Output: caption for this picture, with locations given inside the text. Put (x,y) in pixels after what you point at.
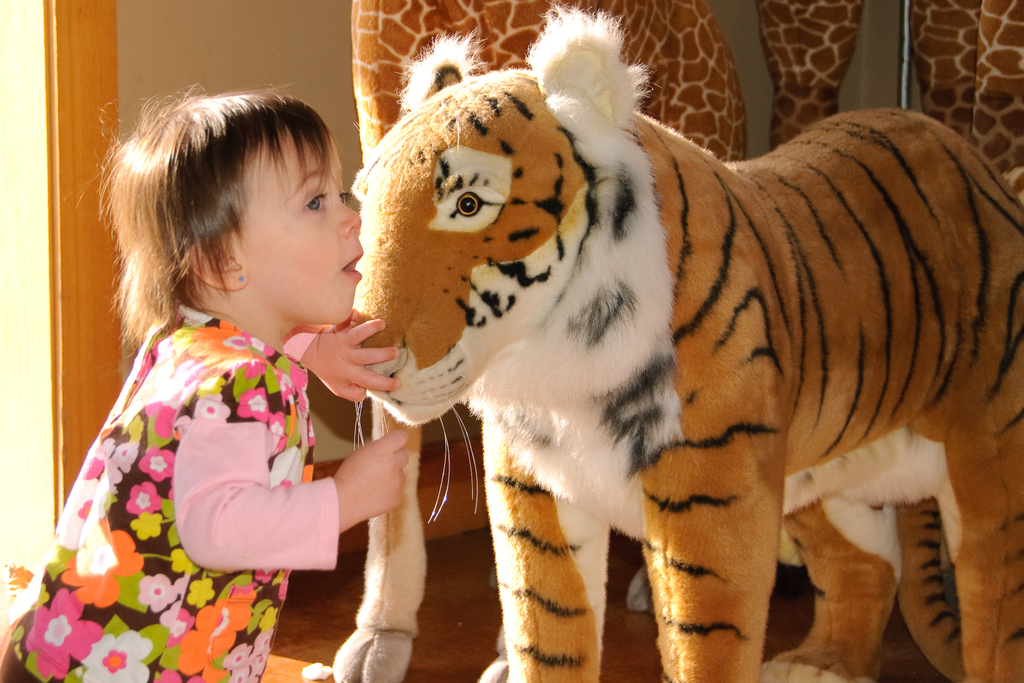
In this image I can see a kid (132,213) is touching the doll tiger (531,289), this kid (256,450) wore t-shirt (228,533).
